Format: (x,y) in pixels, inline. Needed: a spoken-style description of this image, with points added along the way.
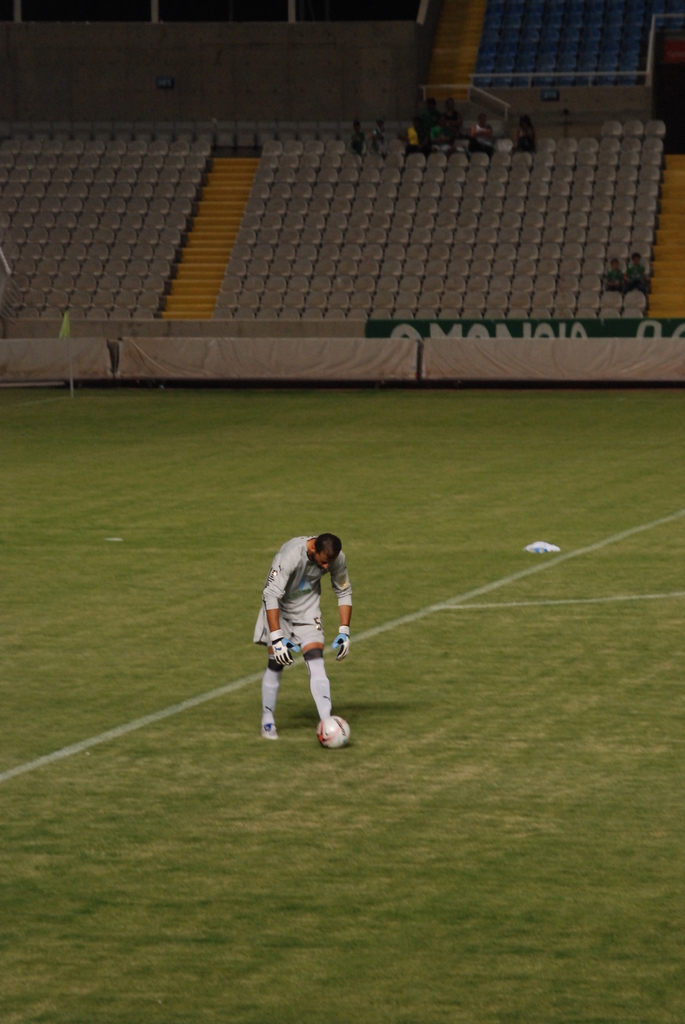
In this picture we see a person (281,663) is standing and on the grass (250,742) there is a ball (341,718). Behind the person (281,549) there are boards (404,354), chairs (113,217) and a wall (155,122).
